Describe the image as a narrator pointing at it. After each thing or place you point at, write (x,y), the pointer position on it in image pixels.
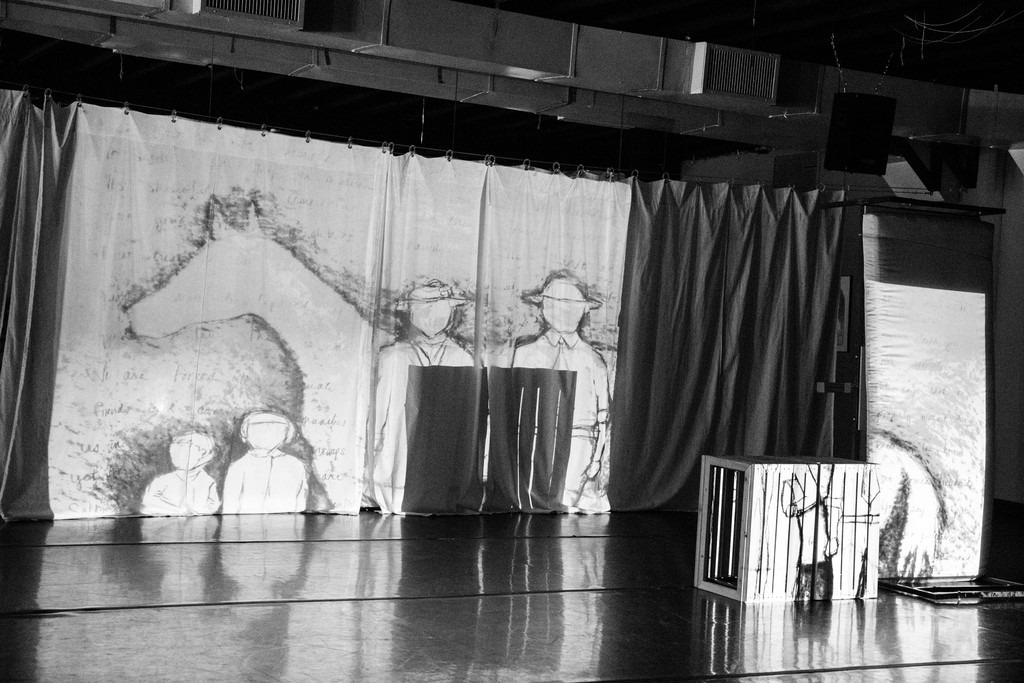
This picture seems to be clicked inside the hall (626,569). In the foreground (761,532) we can see there are some objects (838,554) placed on the ground (561,596). In the background (606,486) we can see the curtains (700,331), some pictures (320,307) on the curtain (588,378) and we can see a black color object (858,159) seems to be the speaker (854,150) and we can see some other objects (907,314).
